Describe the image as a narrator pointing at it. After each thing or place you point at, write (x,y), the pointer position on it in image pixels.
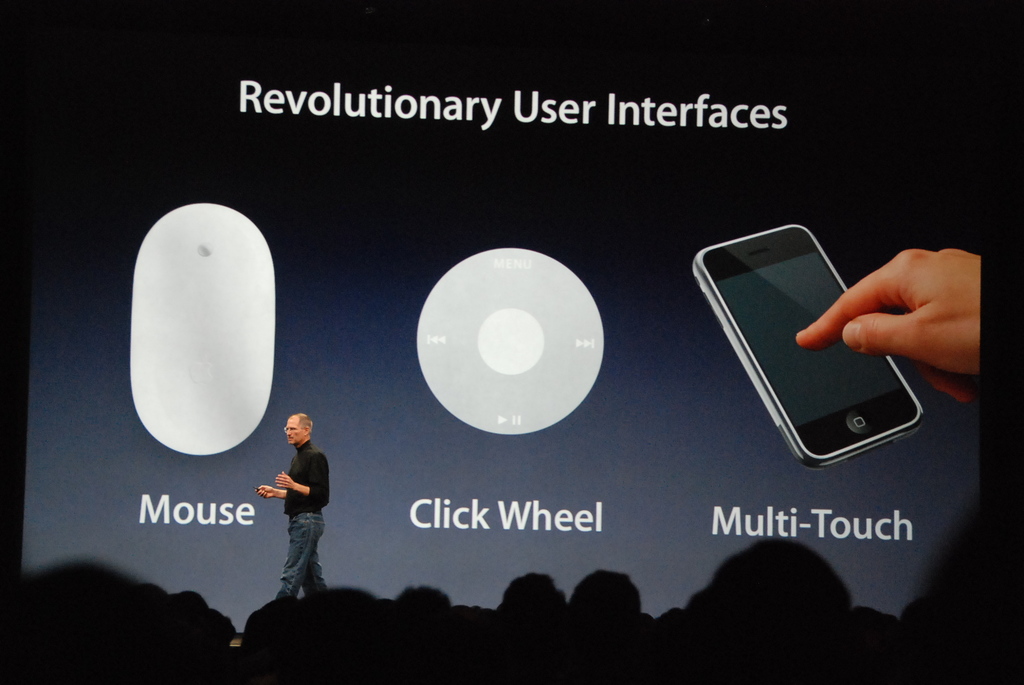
In the image I can see a person (283,592) in black shirt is standing on the dais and behind there is a screen (485,387) and also we can see some other people (52,680).
